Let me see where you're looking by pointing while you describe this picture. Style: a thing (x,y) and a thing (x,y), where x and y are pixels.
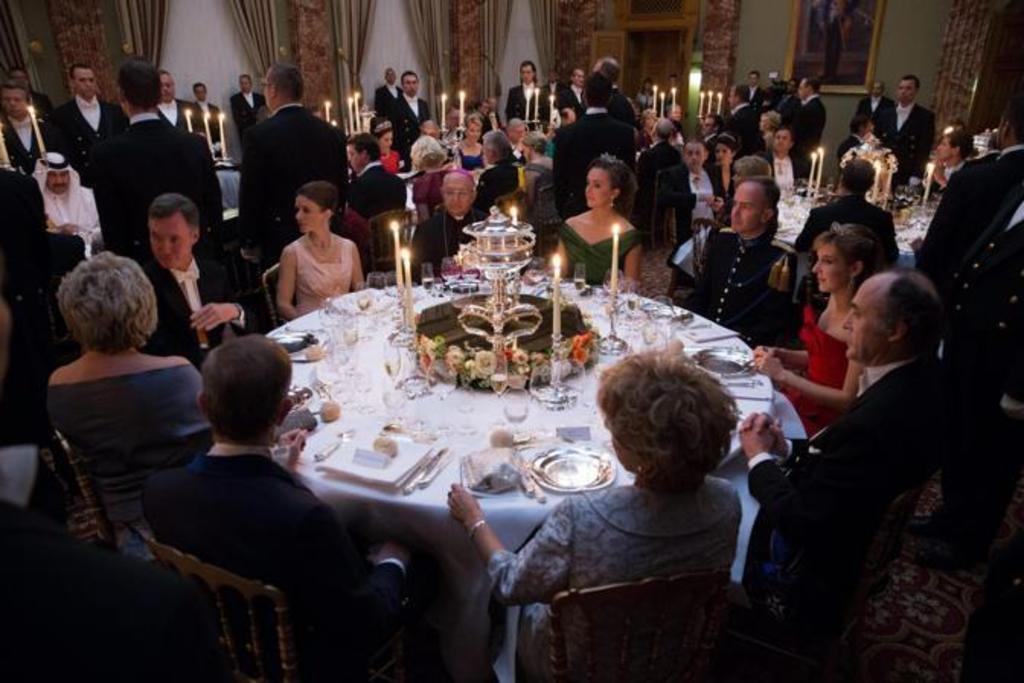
There are many people (481,207) sitting in a hall (640,89) around a table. They are having a food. There are some lights (403,251) on each table (560,281). Some of the men (248,176) are standing. There are women (151,463) and men (265,198) in the group (573,272).
